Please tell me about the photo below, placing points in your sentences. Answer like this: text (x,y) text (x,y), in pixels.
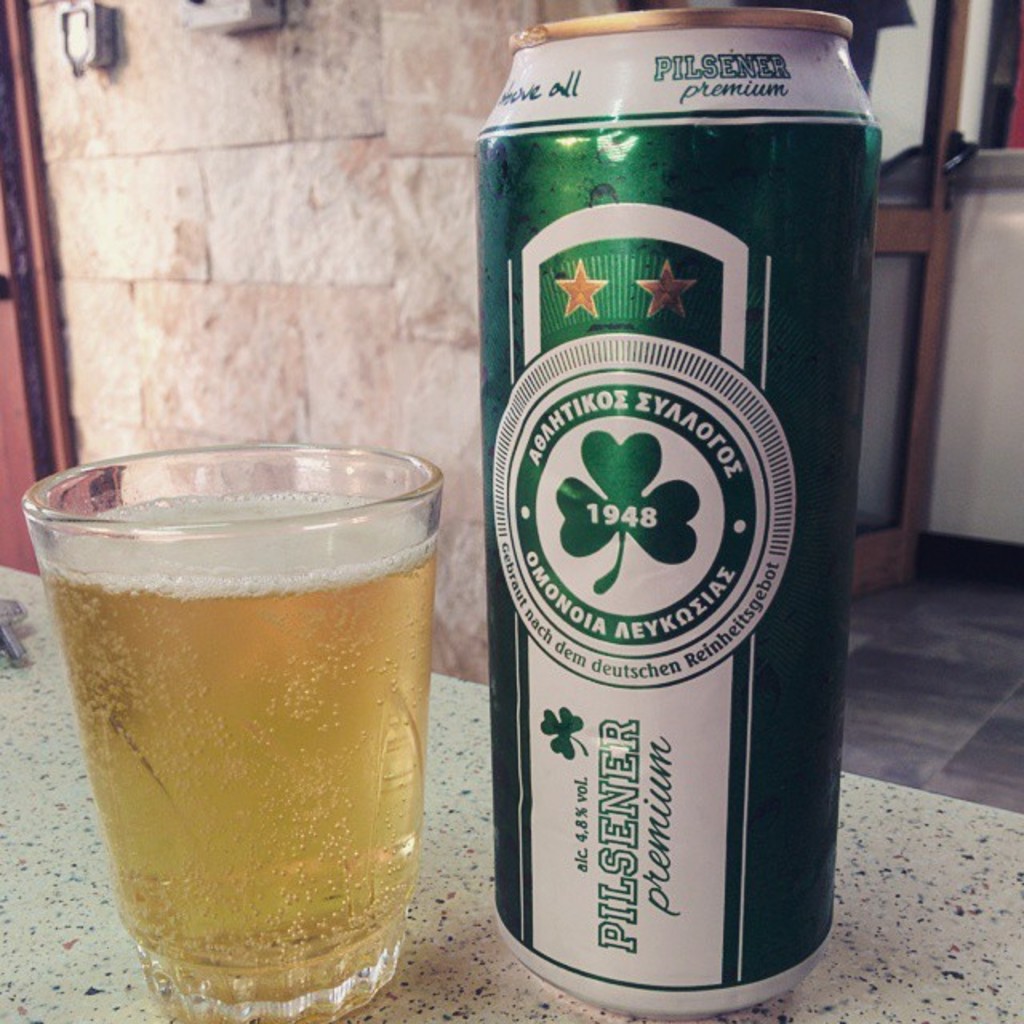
In this image there is a glass (328,764) and a tin (530,383) on a table (951,1019), in the background (145,154) there is a wall (102,115) for that wall (127,134) there is a door (906,422).
